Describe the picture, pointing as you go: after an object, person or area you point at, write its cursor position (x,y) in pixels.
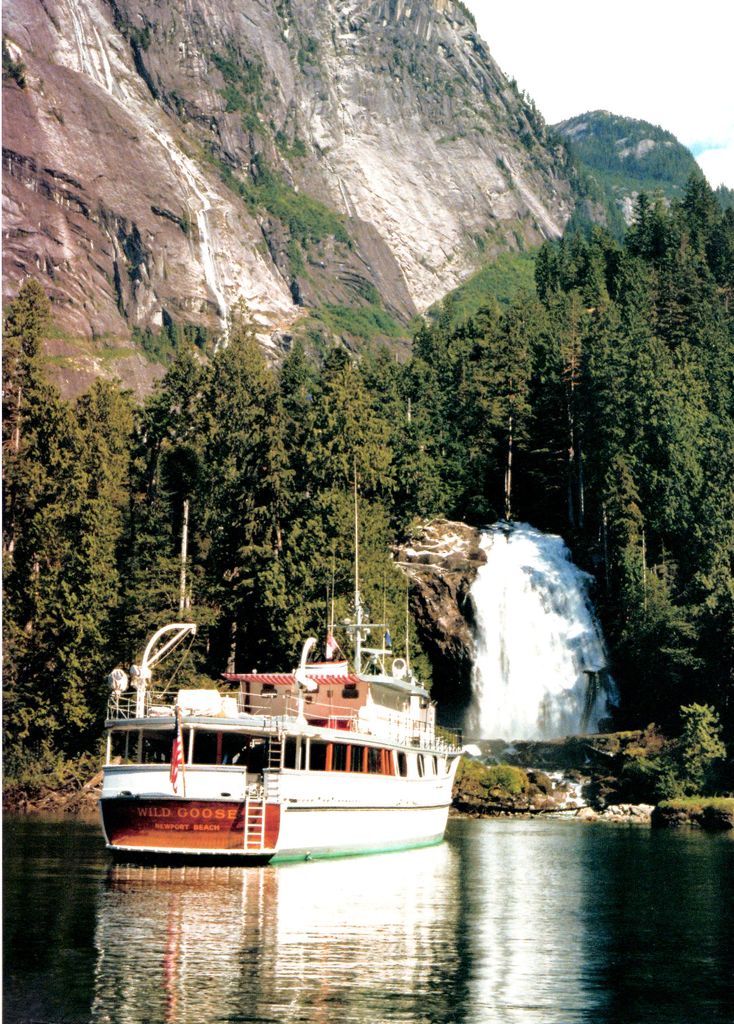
In this image there is a ship (254,805) on the river (507,985), in the background (333,509) there are trees (699,403), waterfall (558,605), mountains (493,123) and the sky (596,50).
